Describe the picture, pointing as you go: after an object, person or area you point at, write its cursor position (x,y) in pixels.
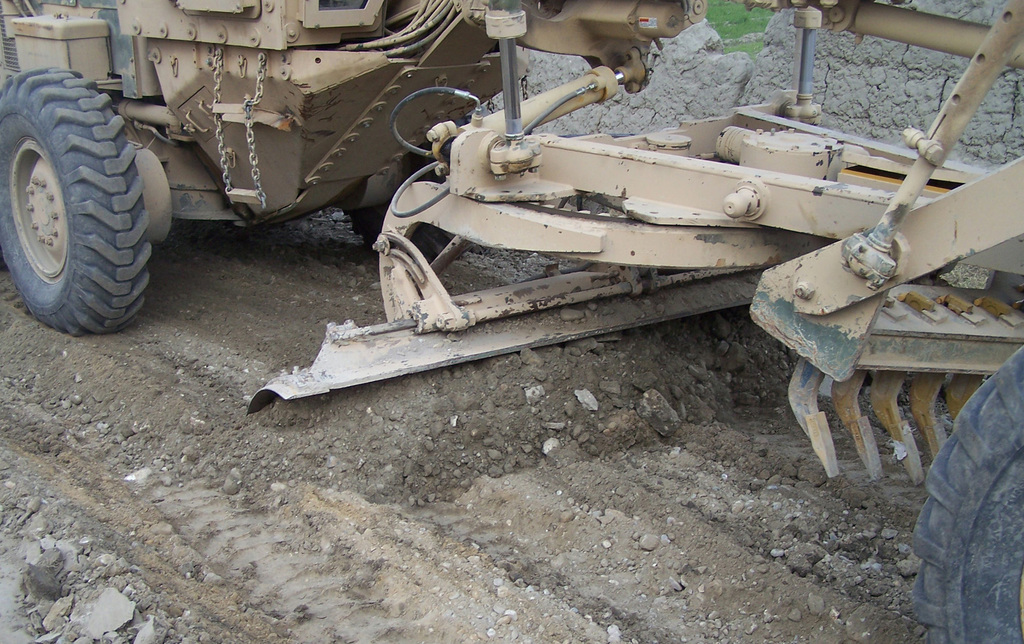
In this image we can see the construction vehicle (641,153) for digging. We can also see the soil (503,495).
